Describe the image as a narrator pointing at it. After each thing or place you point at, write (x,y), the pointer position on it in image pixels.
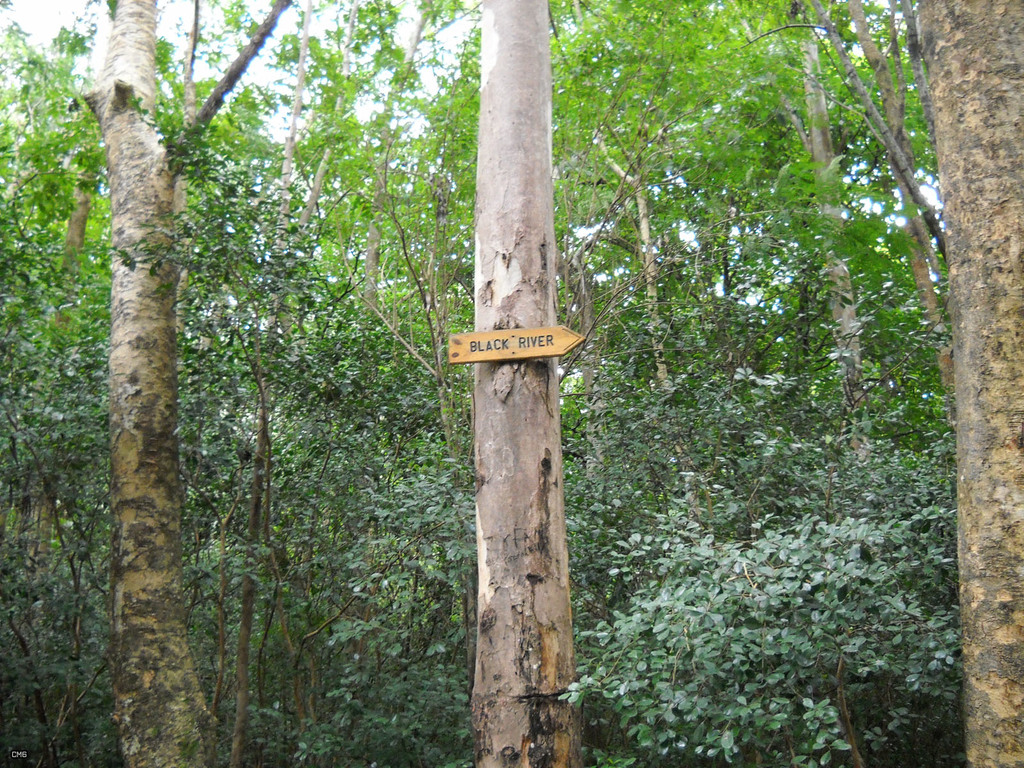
This picture is clicked outside. In the foreground (364,595) we can see the plants (444,510) and trees (603,302). In the center (501,337) there is a wooden object (564,348) attached to the trunk (513,228) of the tree (541,381) and we can see the text (488,344) on the wooden object (559,348). In the background (326,23) there is a sky (276,36).
